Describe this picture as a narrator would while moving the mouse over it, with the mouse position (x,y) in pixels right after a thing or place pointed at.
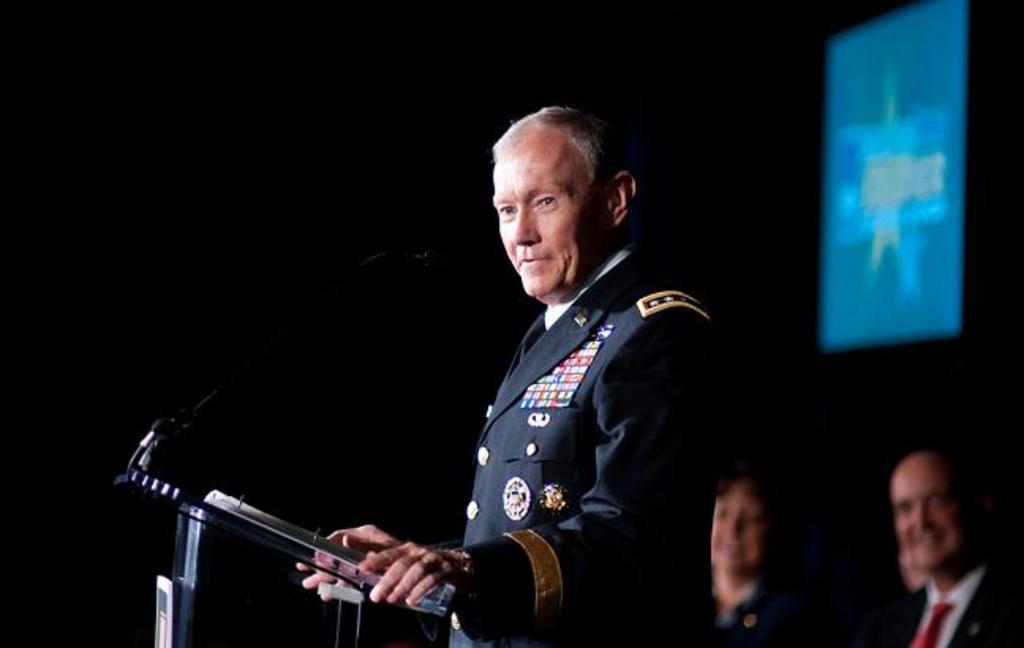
On the right side (690,358), there is a person (641,304) in a uniform (656,353), standing in front of a glass stand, on which there is a mic (421,252) attached to a stand (142,472), there are two other persons (976,616) and there is a screen (888,128). And the background (14,255) is dark in color.
